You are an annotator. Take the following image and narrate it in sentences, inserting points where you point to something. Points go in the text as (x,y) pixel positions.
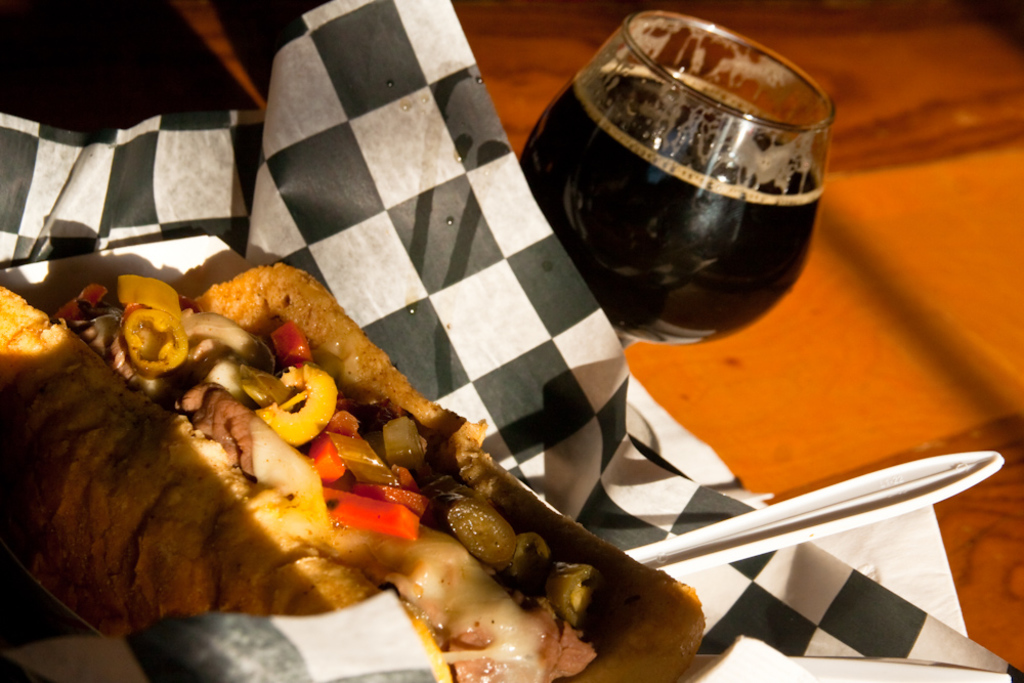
In this image there is a food item (440,438) with a spoon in a wrapper (539,394), beside the wrapper (492,330) there is a glass of drink (700,233) on the table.
